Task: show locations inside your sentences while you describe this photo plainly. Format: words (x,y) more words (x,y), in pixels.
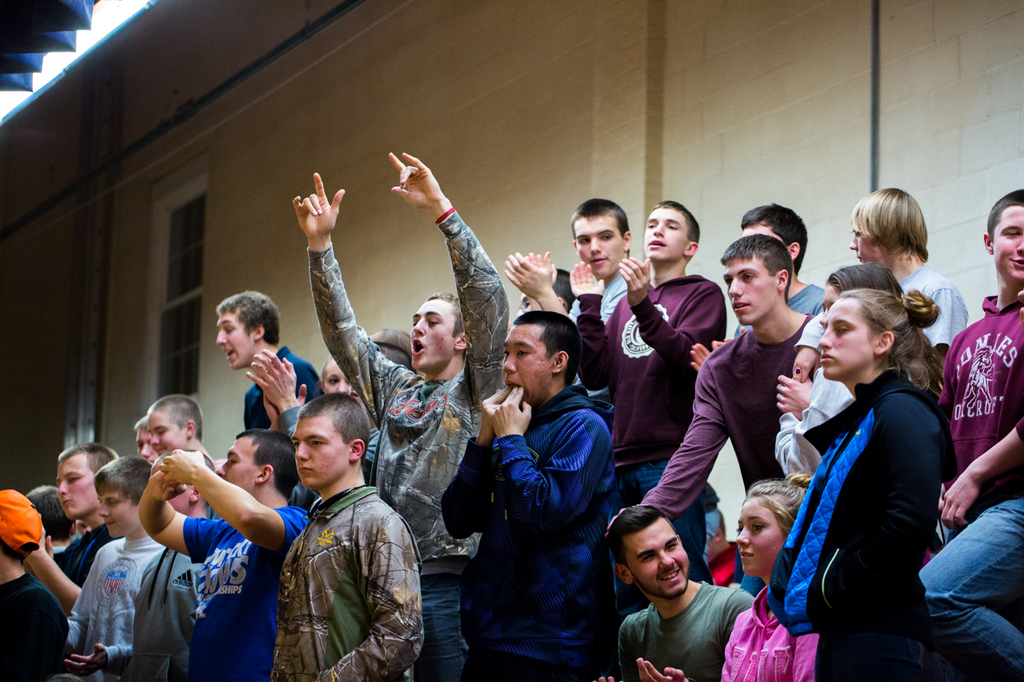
In this image, we can see a group of people (984,315). Few are smiling and clapping their hands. Here a person (454,381) is raising his hands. Background (519,88) there is a wall (475,113) and window (199,263).
